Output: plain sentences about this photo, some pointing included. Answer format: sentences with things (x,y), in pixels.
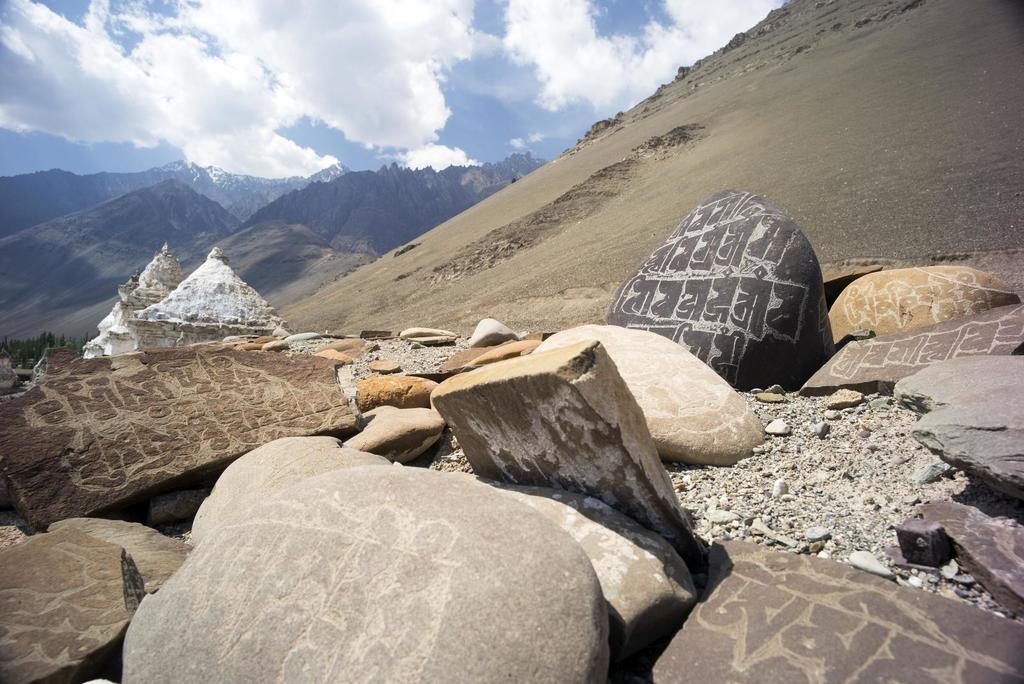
We can see rocks (505,339) and stones (480,331). In the background (393,153) we can see hills (378,242) and sky (389,95) with clouds (384,101).
